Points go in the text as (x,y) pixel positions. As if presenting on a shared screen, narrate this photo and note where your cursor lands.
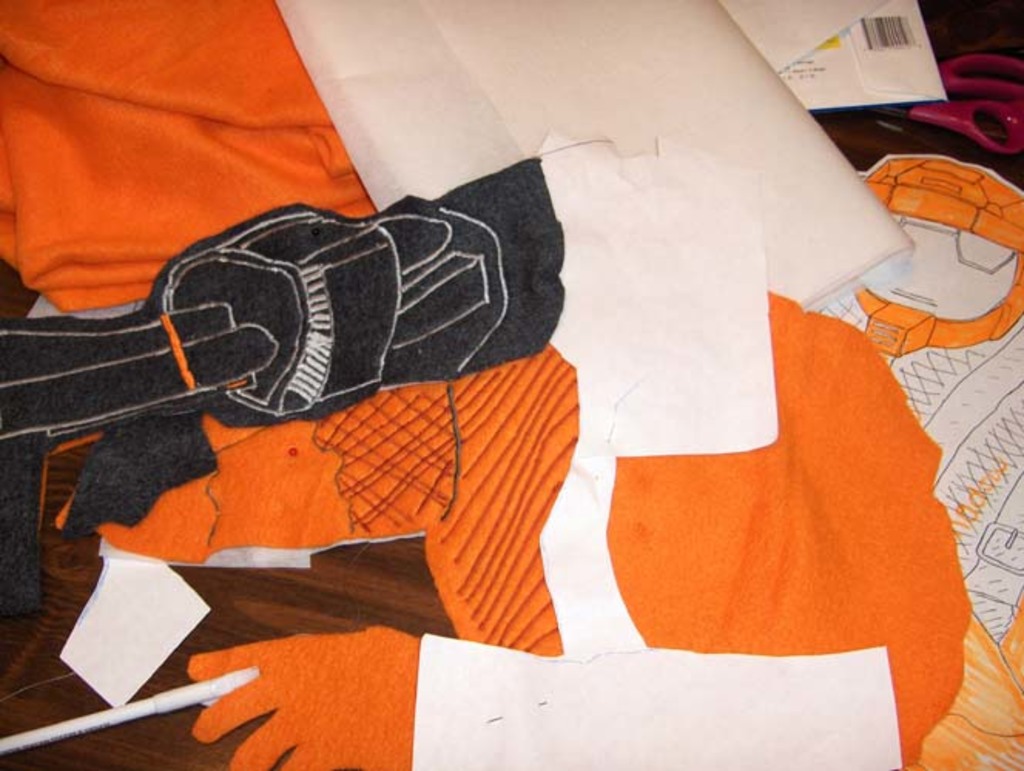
These are the clothes (363,525) in orange color.
